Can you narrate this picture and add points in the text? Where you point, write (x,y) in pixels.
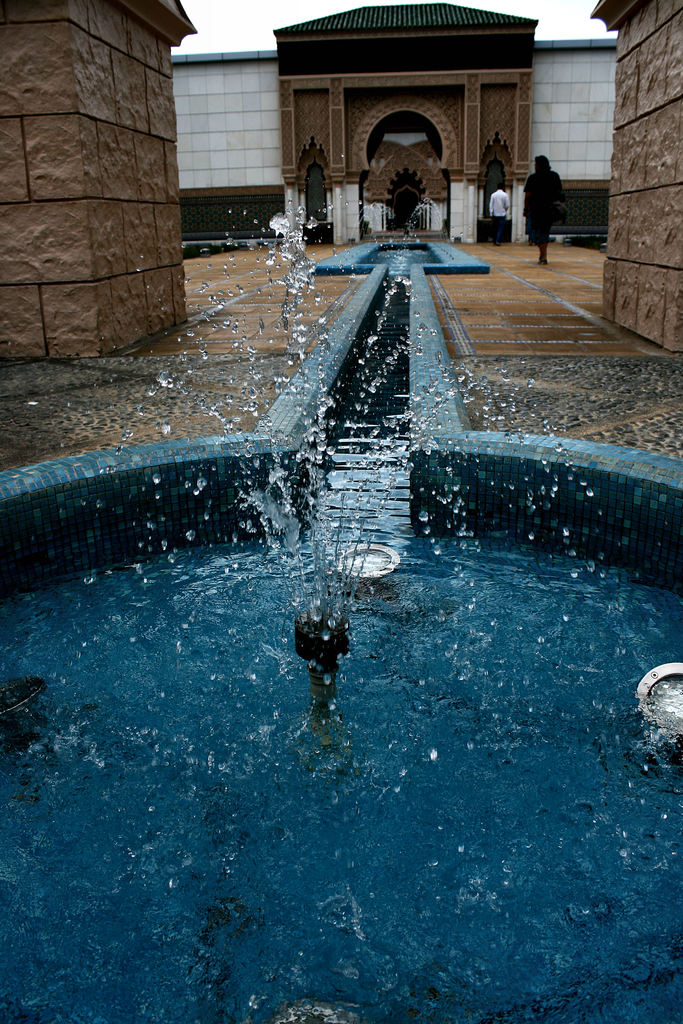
This image is taken outdoors. At the bottom of the image (371,723) there is a fountain (312,722) with water (378,591). In the background (377,55) there is a building (609,205) with a few walls (372,185) and a door (395,215). Two men (545,206) are walking on the floor (565,251).
